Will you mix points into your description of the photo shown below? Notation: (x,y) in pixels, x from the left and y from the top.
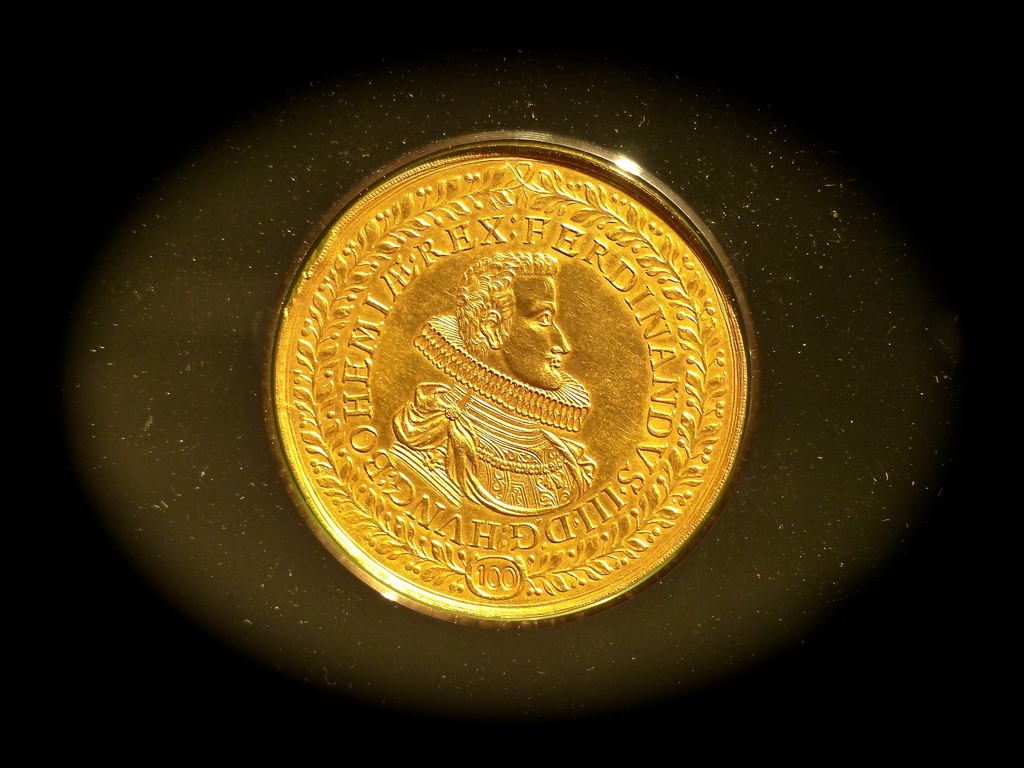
In this image, I can see an object (577,318) and a colored background (496,654).
